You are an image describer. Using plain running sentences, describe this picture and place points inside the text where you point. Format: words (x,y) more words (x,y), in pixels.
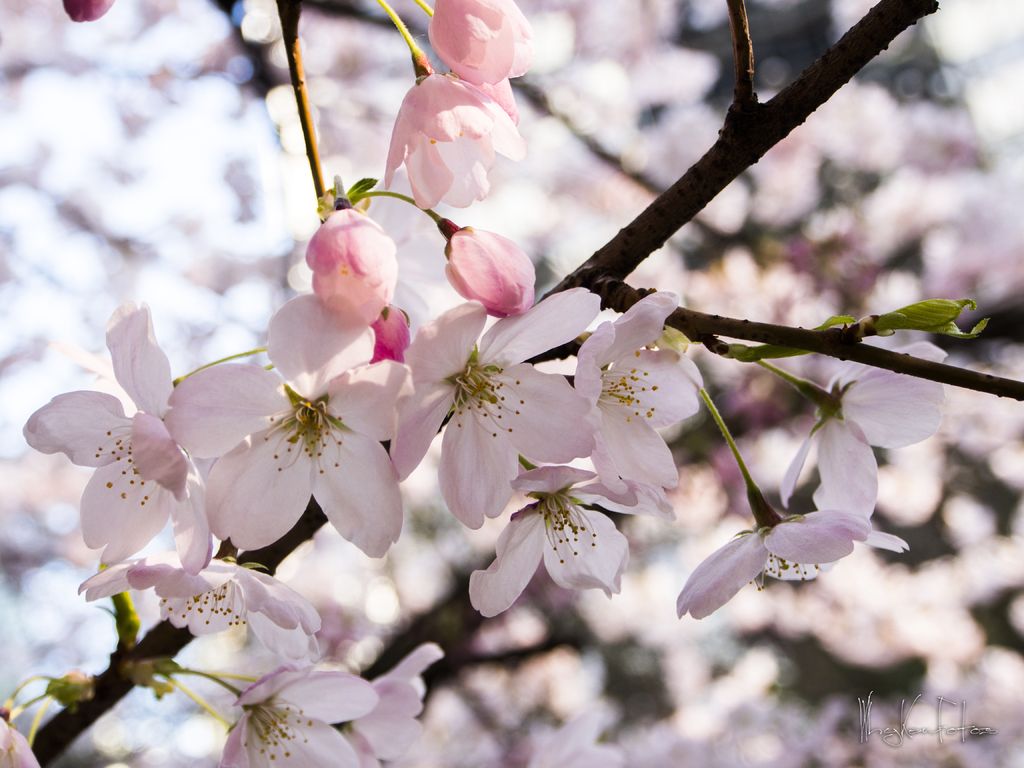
In this image there are a few flowers (451,258) and trees (649,531).
